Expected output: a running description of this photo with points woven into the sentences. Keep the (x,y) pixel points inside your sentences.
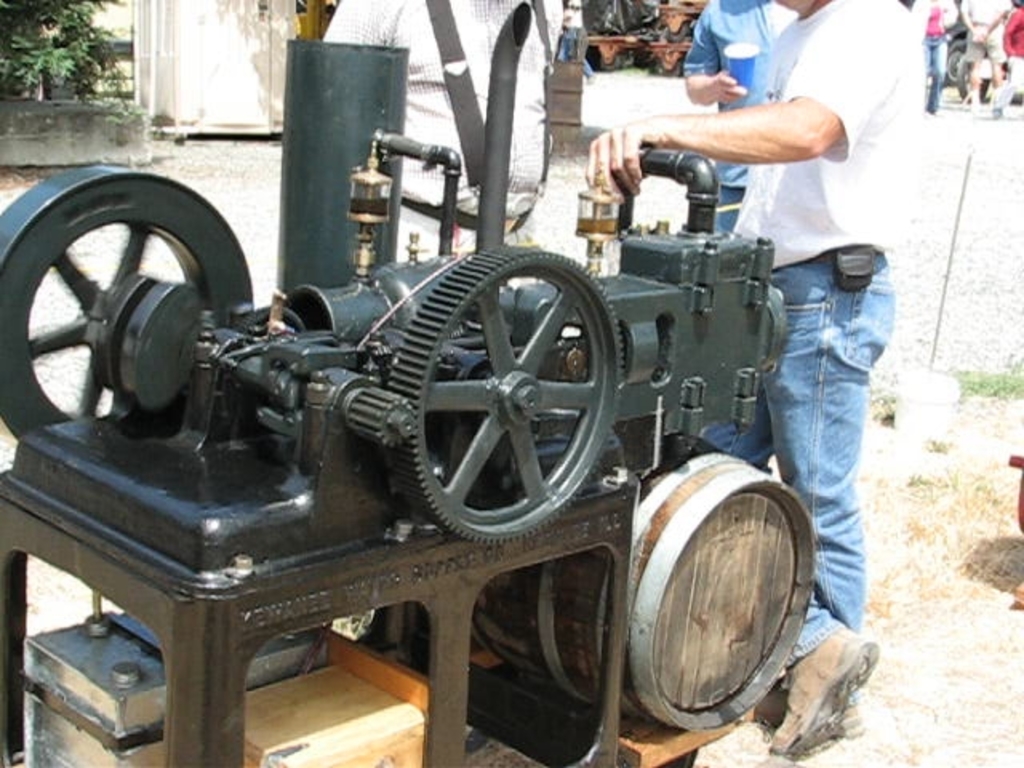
In this image I can see a person (875,190) wearing white shirt (823,197) and blue jeans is standing and holding a machine (594,339). I can see a barrel (639,604) in the machine (603,531). In the background (111,47) I can see few persons (968,18), few trees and few other objects (564,63).
